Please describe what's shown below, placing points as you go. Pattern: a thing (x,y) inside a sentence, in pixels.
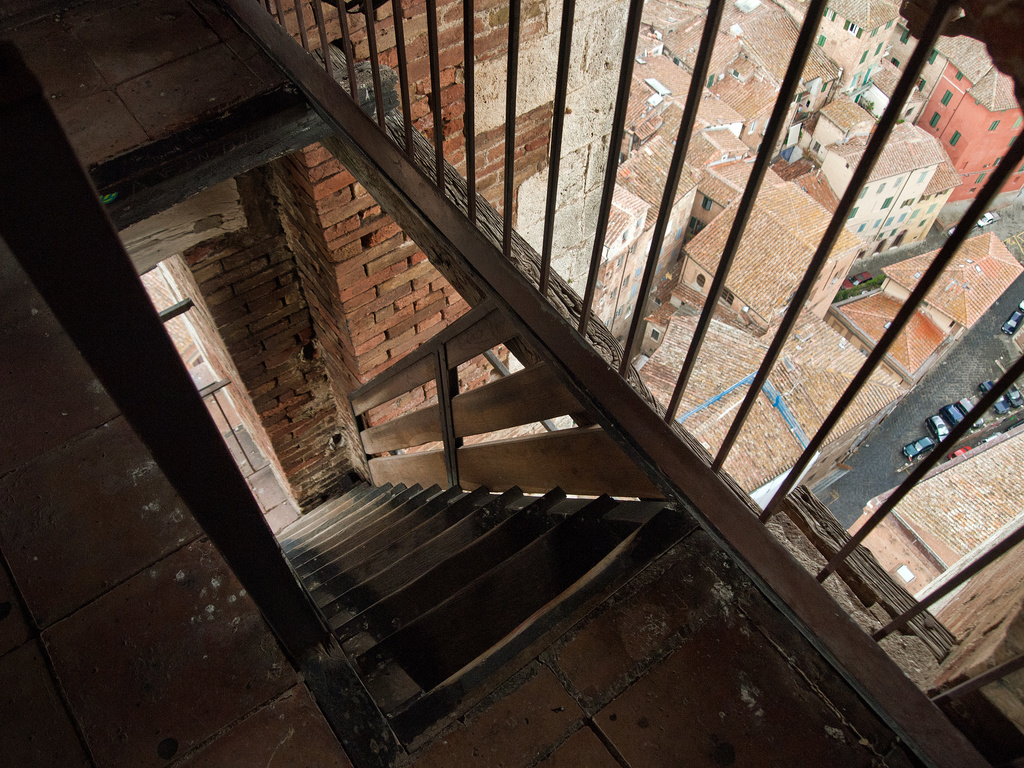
In this image I can see steps (493,598), railing (489,422), brick wall (348,414), grille (571,36), buildings (782,231) and vehicles (1013,323).
